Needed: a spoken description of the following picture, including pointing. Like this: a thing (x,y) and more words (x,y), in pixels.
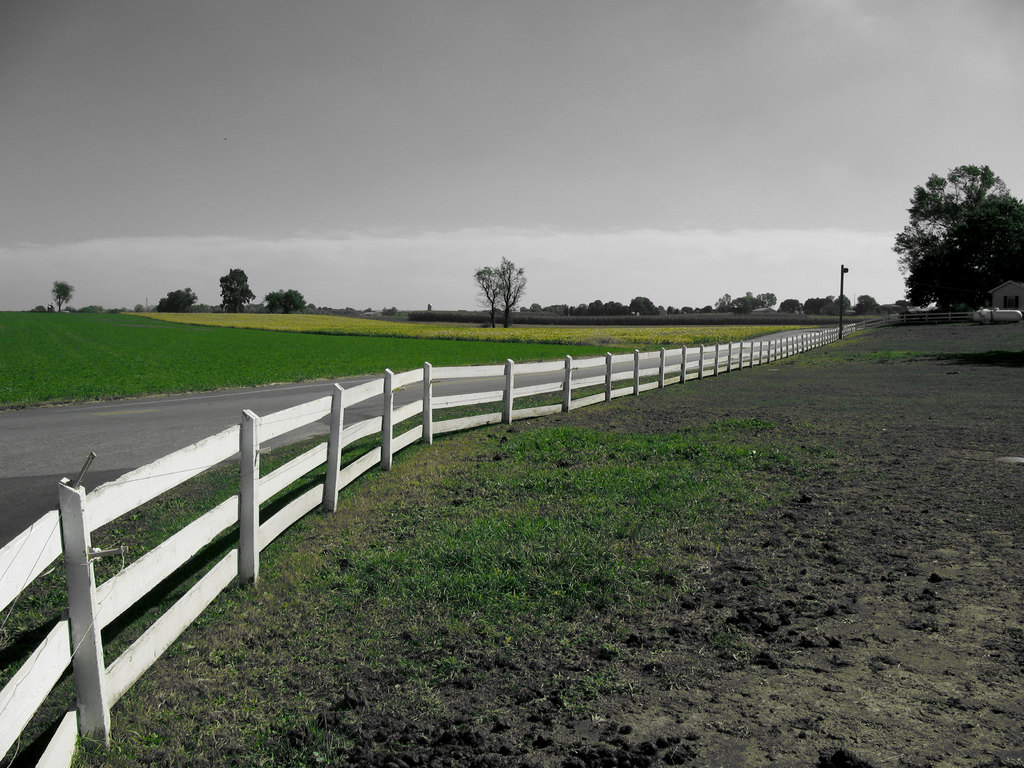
This image consists of green grass (499,503) on the ground (596,628). And we can see a wooden fencing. On the left (143,444), there is a road (55,500). In the background (1023,246), there are many trees (1014,237). At the top (443,131), the sky (322,119) looks cloudy.
